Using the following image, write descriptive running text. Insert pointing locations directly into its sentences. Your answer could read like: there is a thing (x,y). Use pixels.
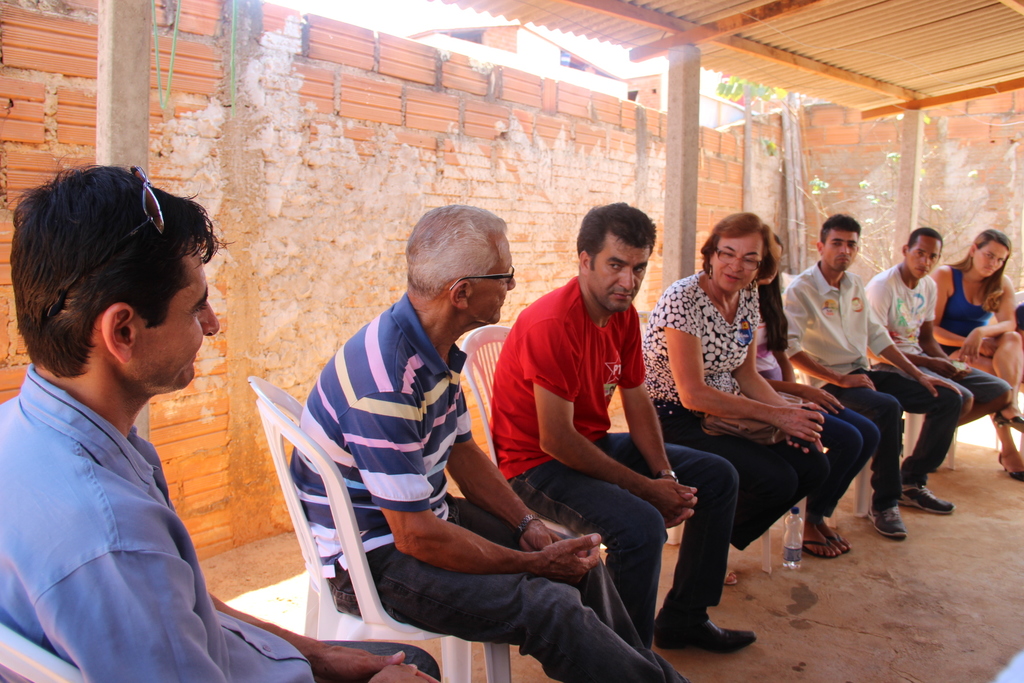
This image consists of many people (497,545) sitting on the chairs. At the bottom (989,648), there is a floor (989,648). In the background (289,131), we can see a wall (478,187). At the top (854,42), there is a shed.
